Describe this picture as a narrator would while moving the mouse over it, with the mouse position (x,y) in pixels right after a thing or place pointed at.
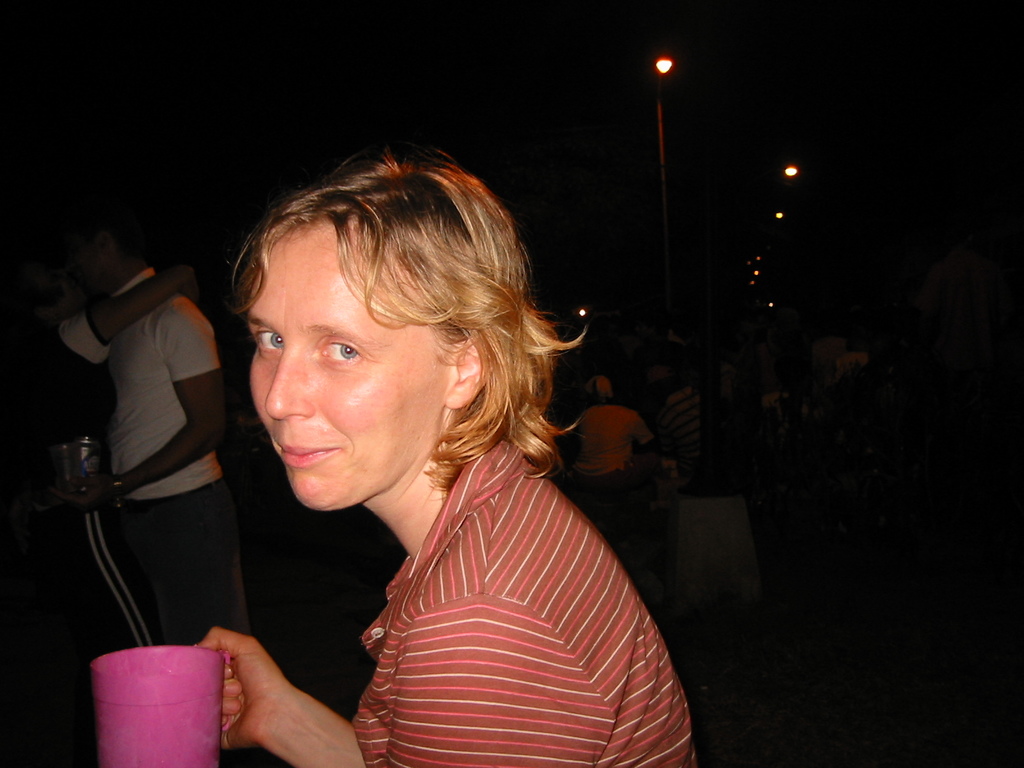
A woman (392,289) is smiling, she is holding a mug (192,669) in her right hand (243,650). She wore t-shirt (524,635), on the right side (754,255) there are lights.
